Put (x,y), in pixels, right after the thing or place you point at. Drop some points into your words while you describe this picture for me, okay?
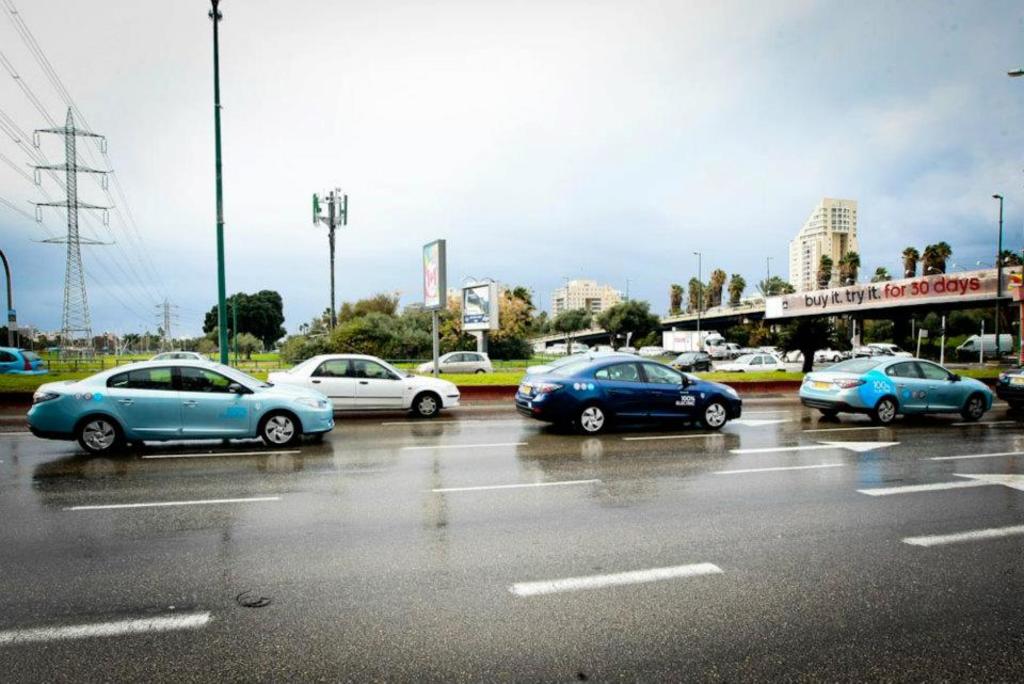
Here in this picture we can see number of cars (541,385) present on the road (942,489) and in the front of that we can see a bridge (763,309) present and on that we can see a banner (771,298) present and we can also see some part of ground (487,376) is covered with grass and we can also see plants (455,343) and trees (583,324) present and in the far we can see buildings (581,294) present and we can see light posts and electric towers (73,225) present and we can see the sky (414,224) is cloudy.
